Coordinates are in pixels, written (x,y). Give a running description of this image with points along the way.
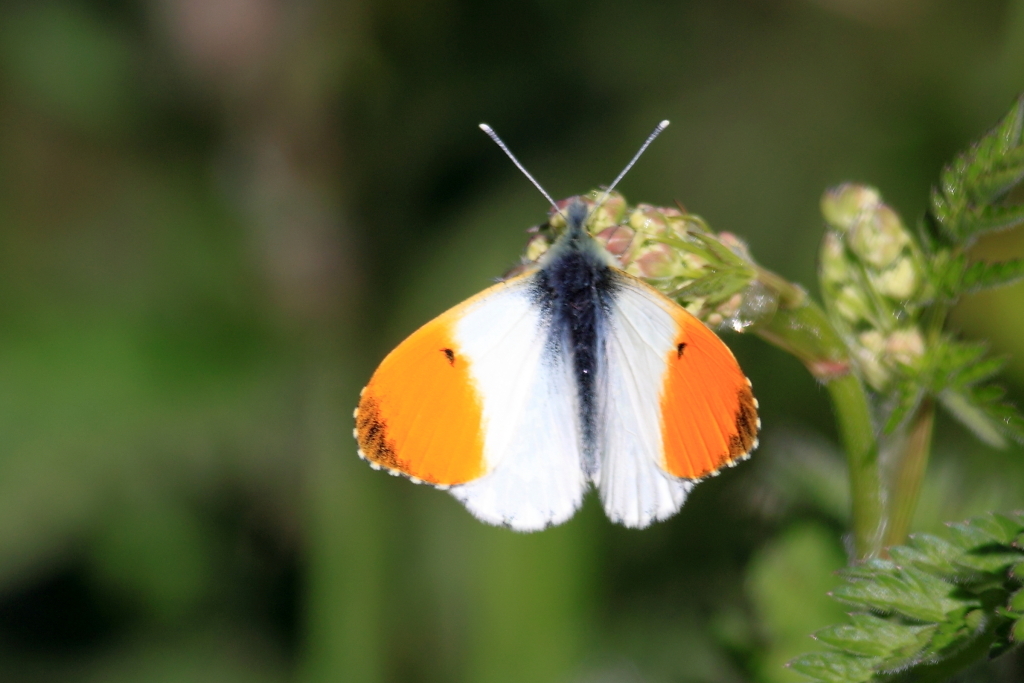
Butterfly (525,301) is highlighted in this picture. It is standing on a plant (678,257). This butterfly (620,271) is in black, white and orange color.
